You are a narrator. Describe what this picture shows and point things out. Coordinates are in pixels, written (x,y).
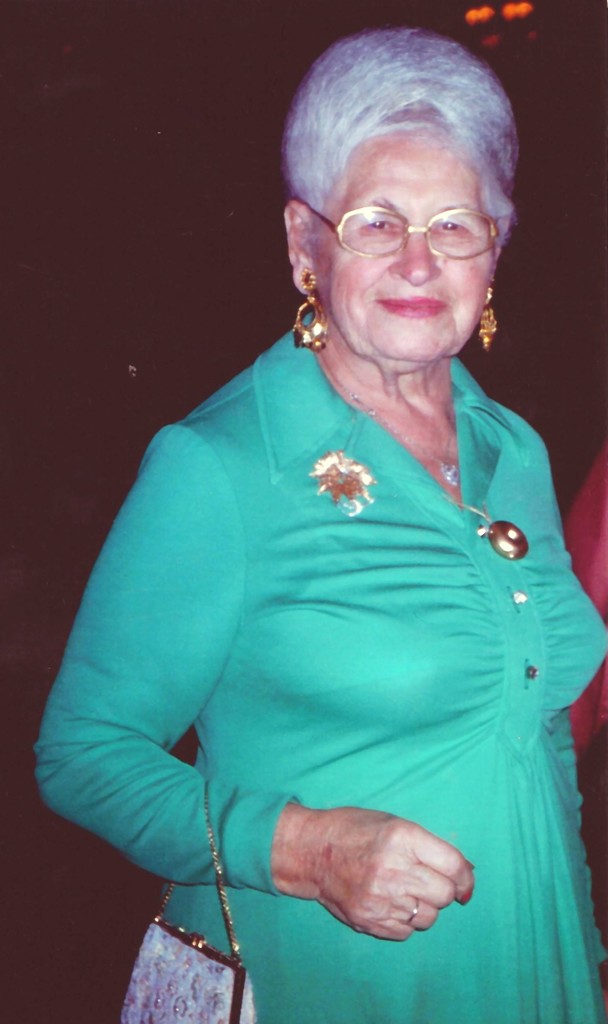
In this image I can see a woman (421,616) standing. She is wearing green color dress (298,549), earrings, spectacles (346,227) and she is holding hand bag (186,981) which is light violet color.
